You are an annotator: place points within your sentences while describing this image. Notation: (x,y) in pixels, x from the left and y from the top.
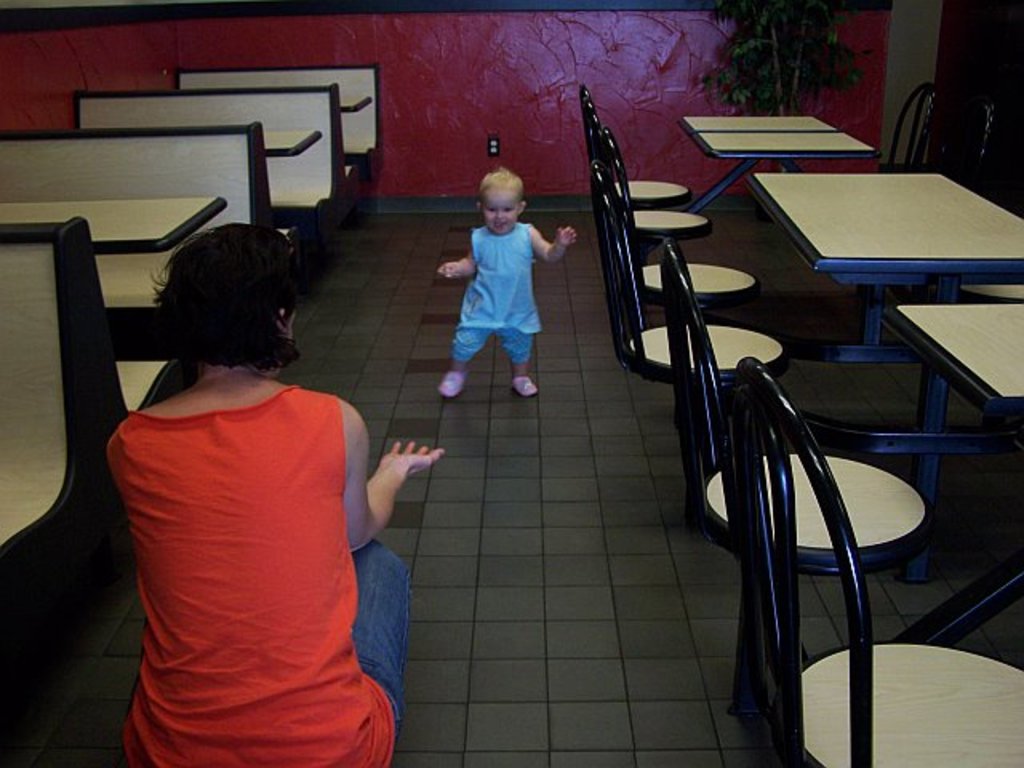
In this picture there is a kid (499,185) walking and there is a person (180,400) sitting and there are tables (202,214) and chairs (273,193). At the back (432,119) there is a wall (453,115) and there is a plant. At the bottom (437,529) there is a floor (712,739).
